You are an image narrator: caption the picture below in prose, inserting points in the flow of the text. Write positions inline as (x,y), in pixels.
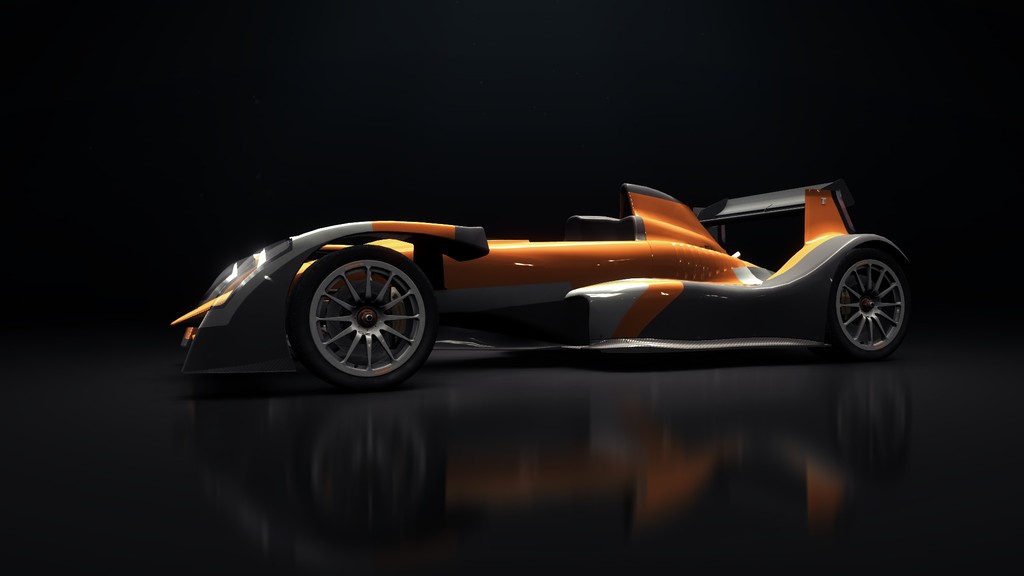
In the center of this picture (658,248) we can see a vehicle (530,277) seems to be a race car (407,270) and the background of the image (62,119) is black in color.
